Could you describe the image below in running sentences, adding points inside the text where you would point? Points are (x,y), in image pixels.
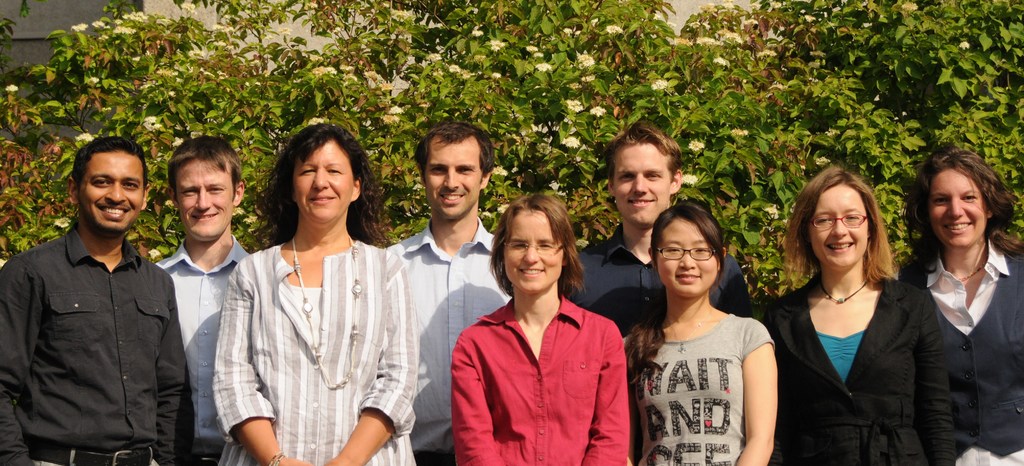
In the image there are a group of people (640,281) standing and posing for the photo and behind them there are trees (591,164).
